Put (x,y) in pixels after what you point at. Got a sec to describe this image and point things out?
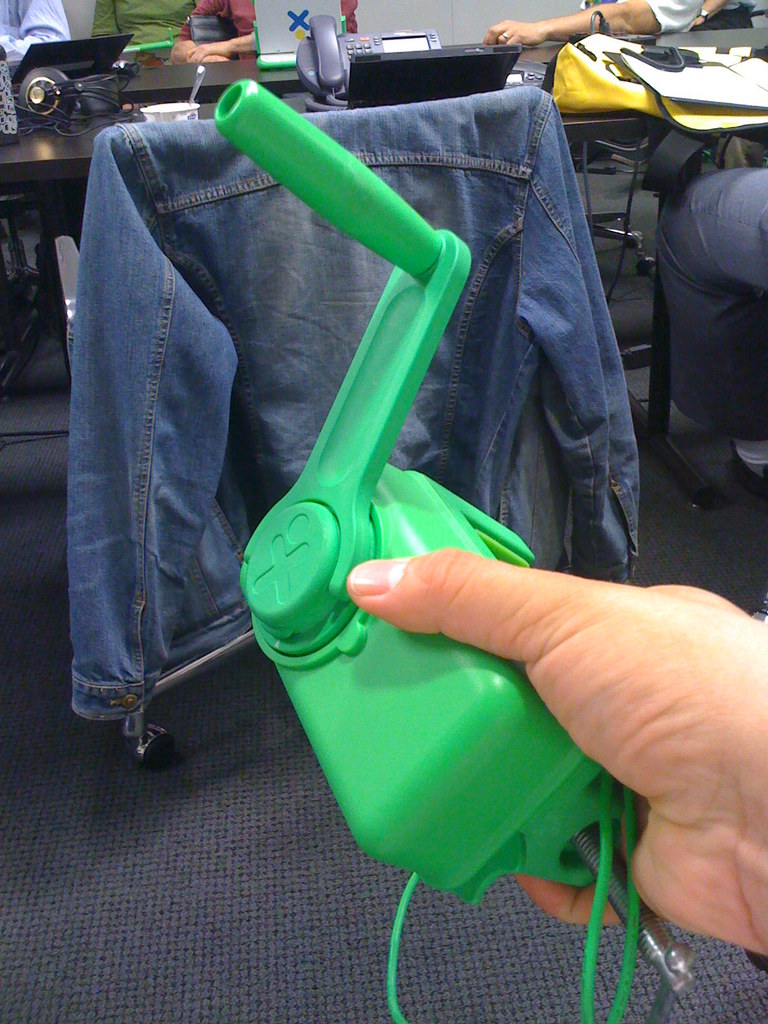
In the foreground of the picture (722,910) I can see the hand (575,605) of a person (758,646) holding a mechanical tool (480,896). In the background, I can see a few persons (2,36), though their faces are not visible. There is a shirt (300,350) on the chair (475,125). I can see the laptops (370,74), a telephone (354,47), a bag (583,43) and cables (111,76) are kept on the table (209,95).
